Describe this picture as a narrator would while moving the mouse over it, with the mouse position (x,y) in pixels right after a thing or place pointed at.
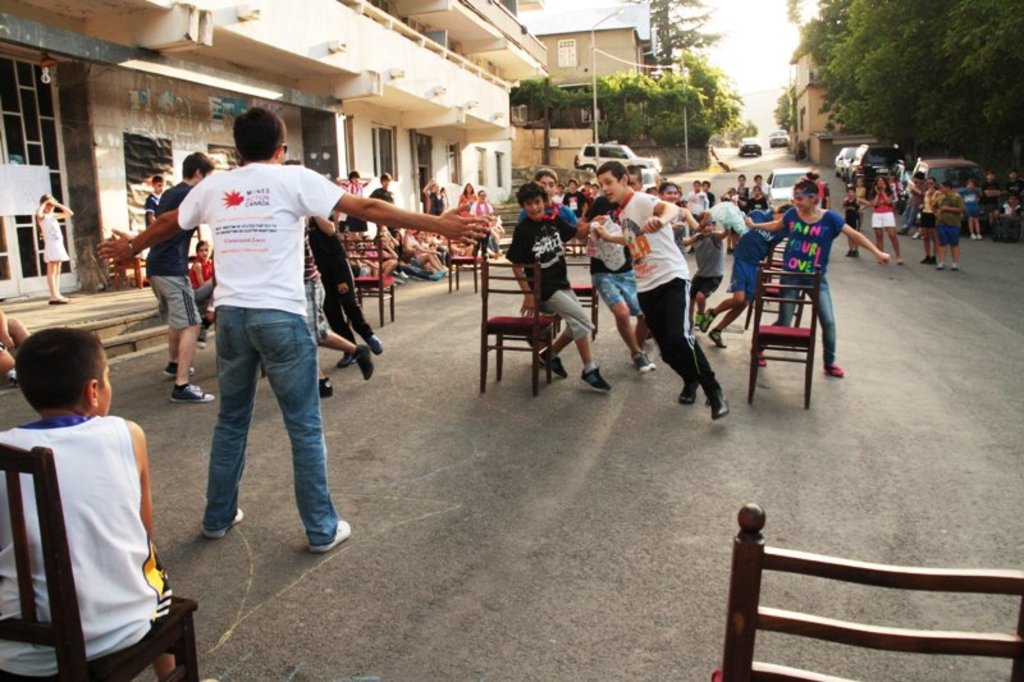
On the background of the picture (662,62) we can see buildings (320,78), vehicles (758,146) and trees (878,72). Here we can see few persons (222,370) playing a musical chair game. This is a road (493,577). here we can see few persons (413,254) standing and sitting near to this building (352,146).
